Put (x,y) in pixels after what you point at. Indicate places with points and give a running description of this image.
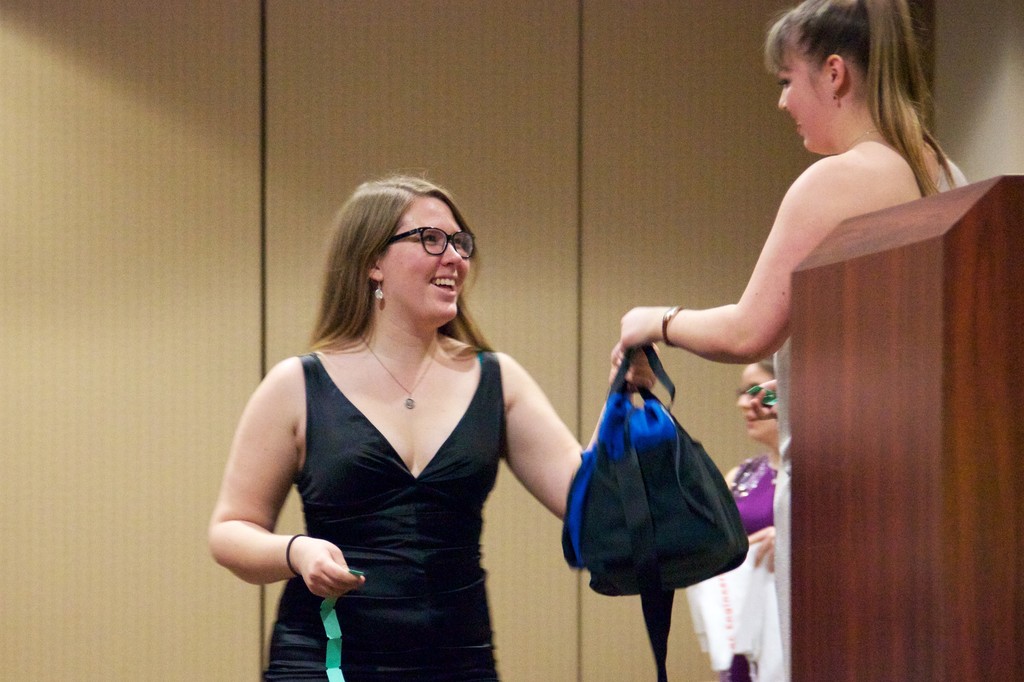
In this image I can see three persons (739,337). I can see a bag (669,541). On the right side (877,544) it is looking like a podium (914,472). In the background (65,285) I can see a wall (591,424).
